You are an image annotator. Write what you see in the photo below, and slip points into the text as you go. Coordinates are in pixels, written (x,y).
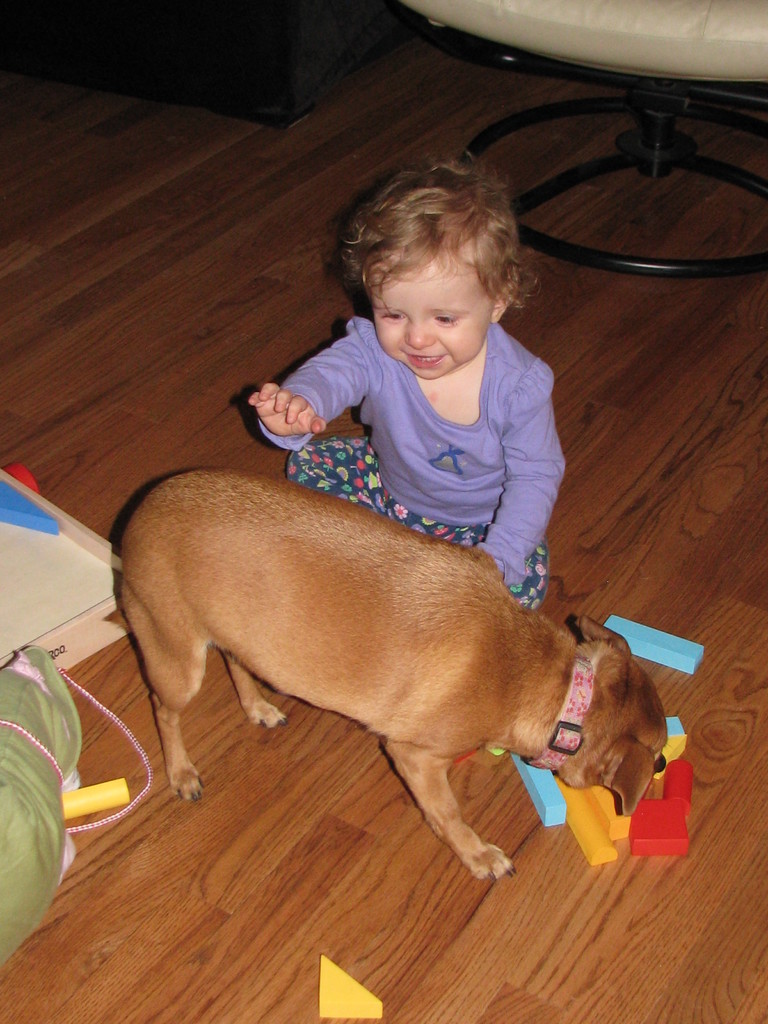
In this image I can see a kid (422,442) sitting on the wooden floor (593,503). There is a dog (385,620), there are toys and in the top right corner (547,13) it looks like a chair (467,12). Also there are some other objects (59,47).
